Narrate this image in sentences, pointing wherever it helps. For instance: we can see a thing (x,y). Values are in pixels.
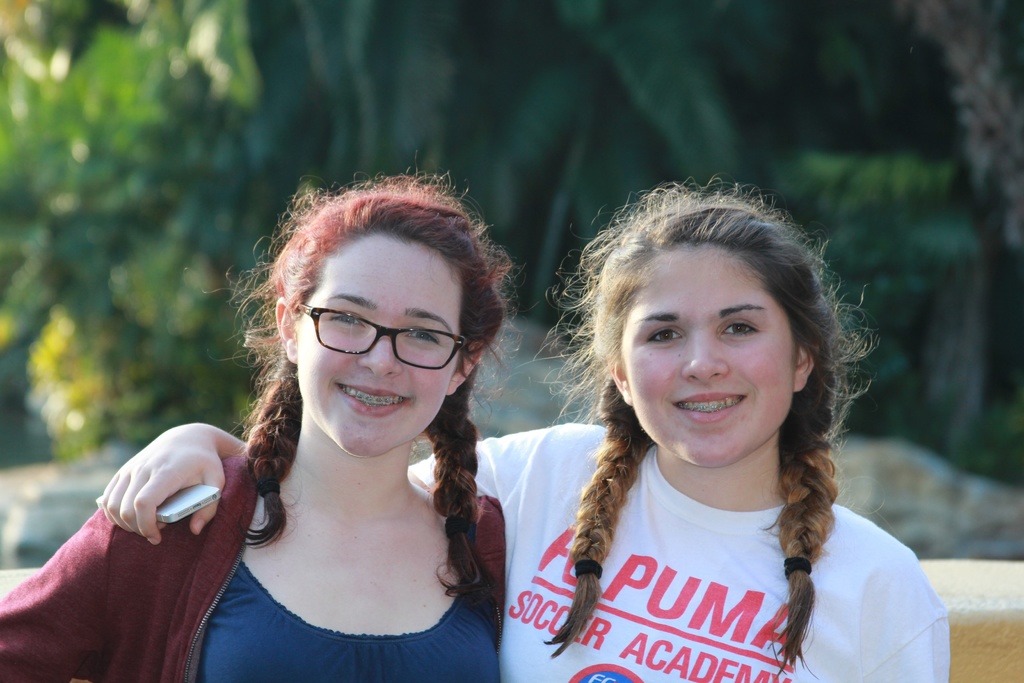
Front these two women (319,535) are smiling. This woman (519,505) is holding a mobile (190,503). This woman (304,471) wore spectacles (382,335). Background (673,126) it is blur.
